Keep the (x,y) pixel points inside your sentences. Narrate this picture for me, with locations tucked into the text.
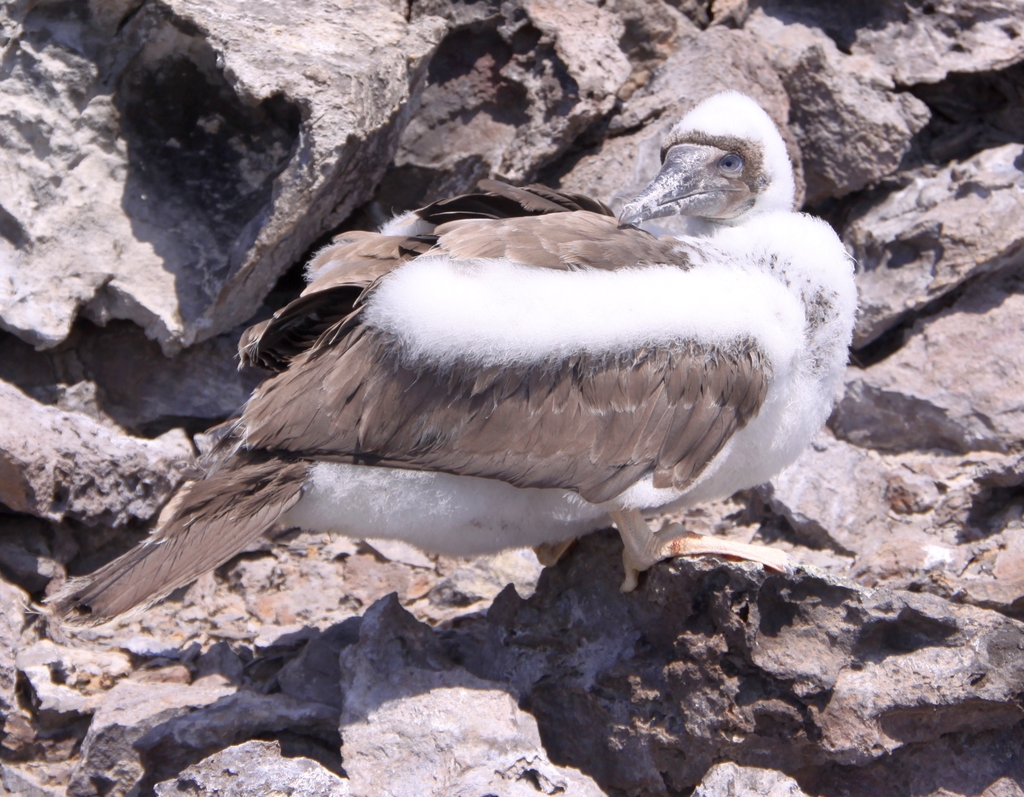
In this image I can see a white color bird (591,360) on the stones (479,650). Its feathers (457,425) are in brown color.
